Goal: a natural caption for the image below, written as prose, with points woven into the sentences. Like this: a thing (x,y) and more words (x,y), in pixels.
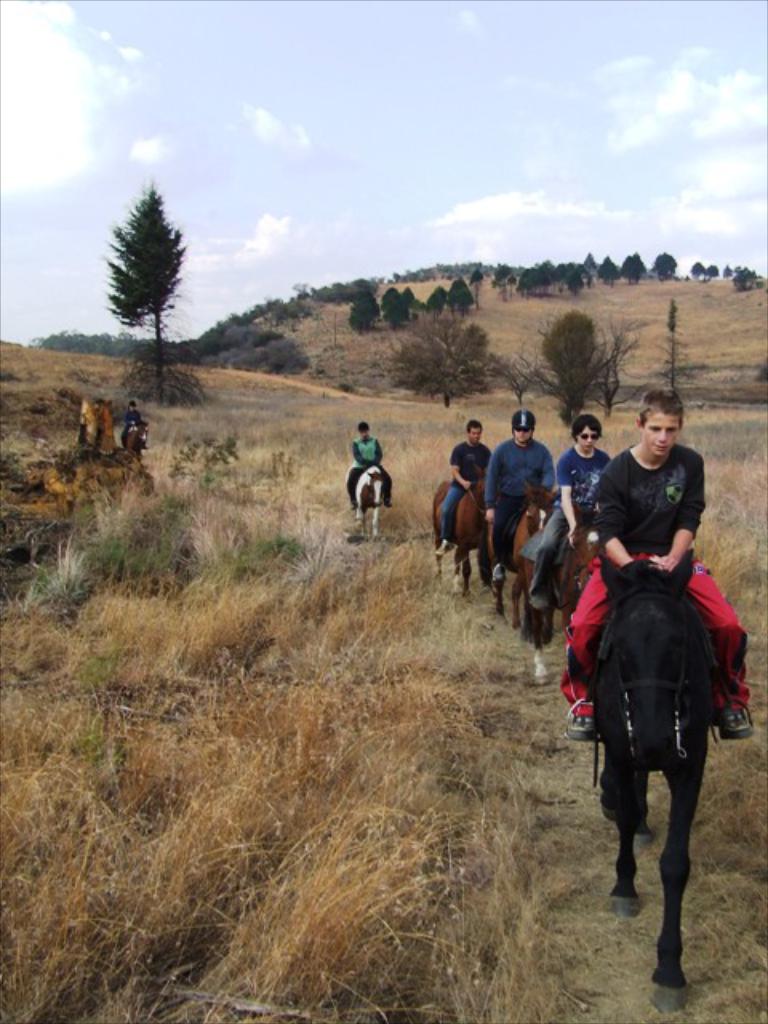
This picture is clicked outside. On the right (577,454) we can see the group of persons (526,459) wearing t-shirts (589,490) and riding horses (571,568) and we can see the dry grass (205,556) and some other objects (99,420). In the background (347,118) we can see the sky (353,98) with the clouds (714,210) and we can see the trees (436,340) and some hills (316,322).
